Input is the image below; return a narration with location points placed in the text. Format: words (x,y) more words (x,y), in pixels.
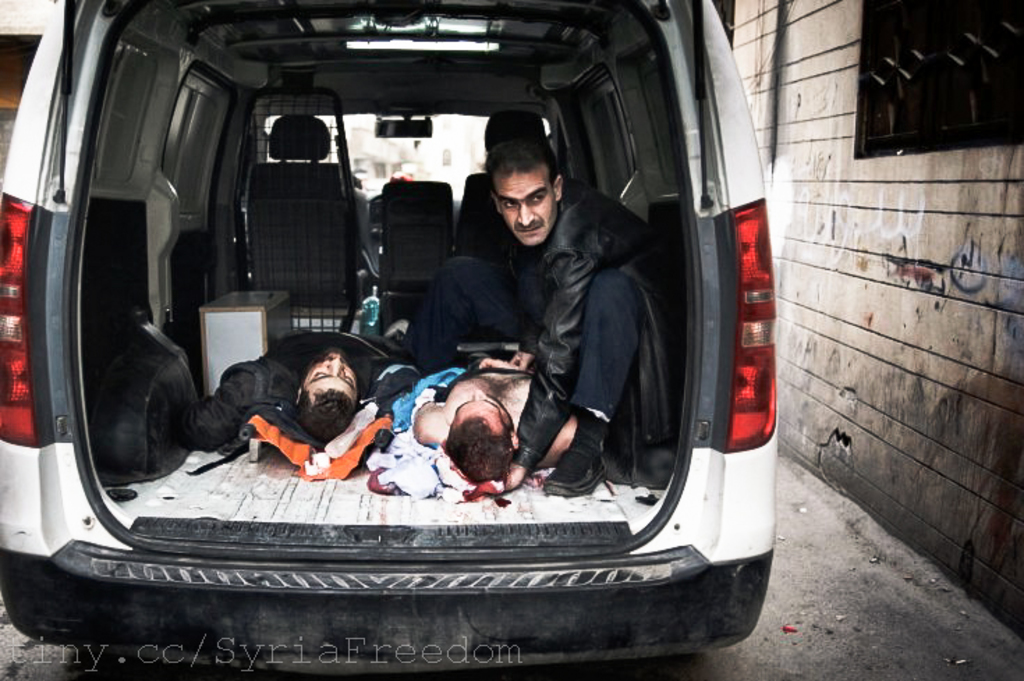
In this image we can see two persons (420,424) are lying inside a car (359,422). This person (618,286) is sitting inside a car (651,443). This is the wall (828,256).
